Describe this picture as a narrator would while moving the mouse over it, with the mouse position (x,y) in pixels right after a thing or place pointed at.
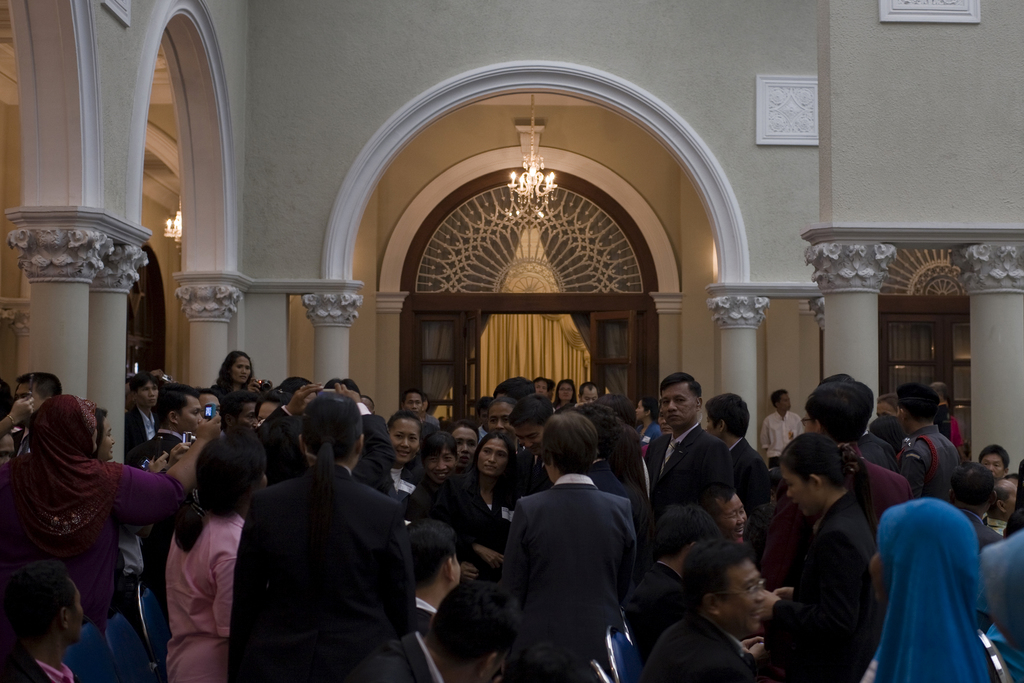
This image is clicked inside a room (510,287). There is light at the top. There is curtain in the middle (544,325). There are some persons (610,435) standing in the middle (440,435).
